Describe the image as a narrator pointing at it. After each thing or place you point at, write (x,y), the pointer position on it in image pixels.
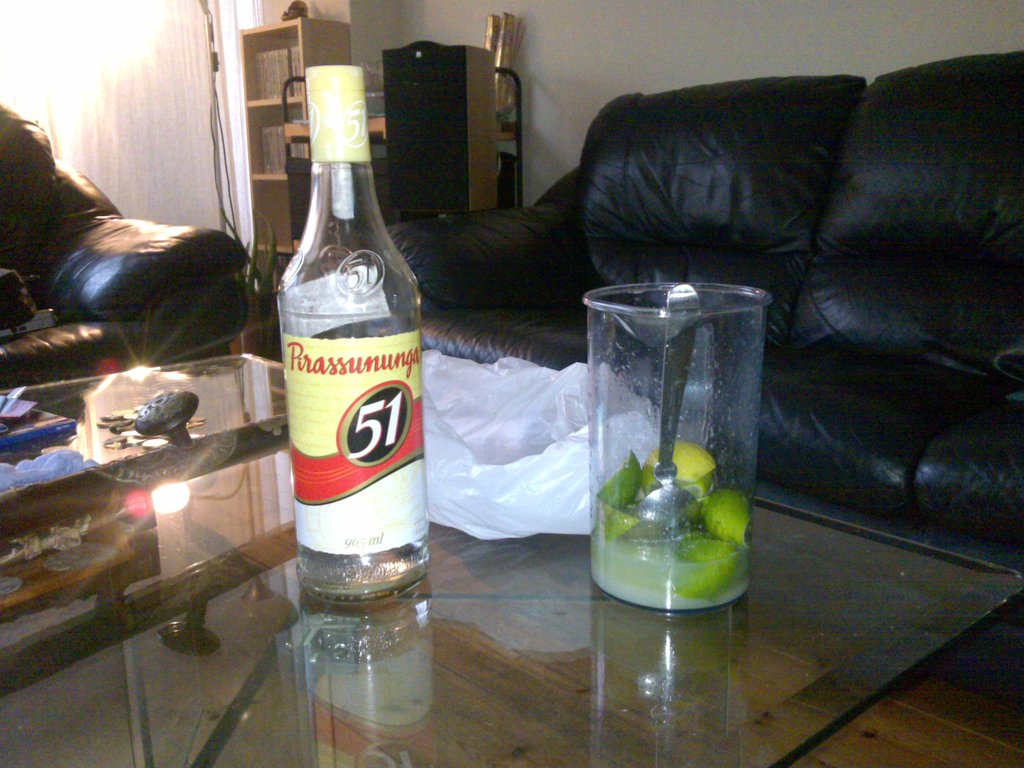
In the image we can see there is a table (289,548) on which there is a glass (659,453) in which there is a spoon (673,479) and lime pieces (707,504) and beside it there is a bottle (327,223) and there is black colour sofa (613,248) in the room (68,272).
